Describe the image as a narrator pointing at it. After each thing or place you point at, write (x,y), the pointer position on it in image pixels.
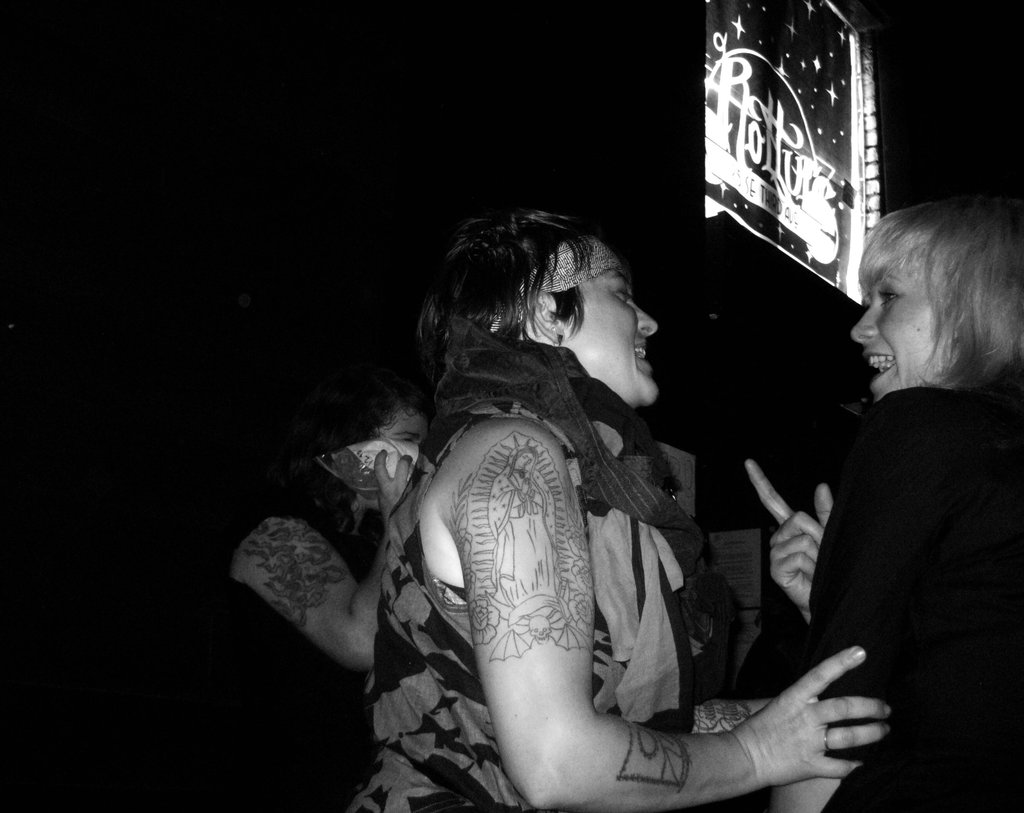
In the front of the image (527,402) there are people (419,460), posters (757,608) and a banner (737,175). On their hands (549,534) there are tattoos (503,479). Something is written on the posters (728,574) and a banner (779,148). A man (360,563) is holding an object (322,463). There is a dark background.
